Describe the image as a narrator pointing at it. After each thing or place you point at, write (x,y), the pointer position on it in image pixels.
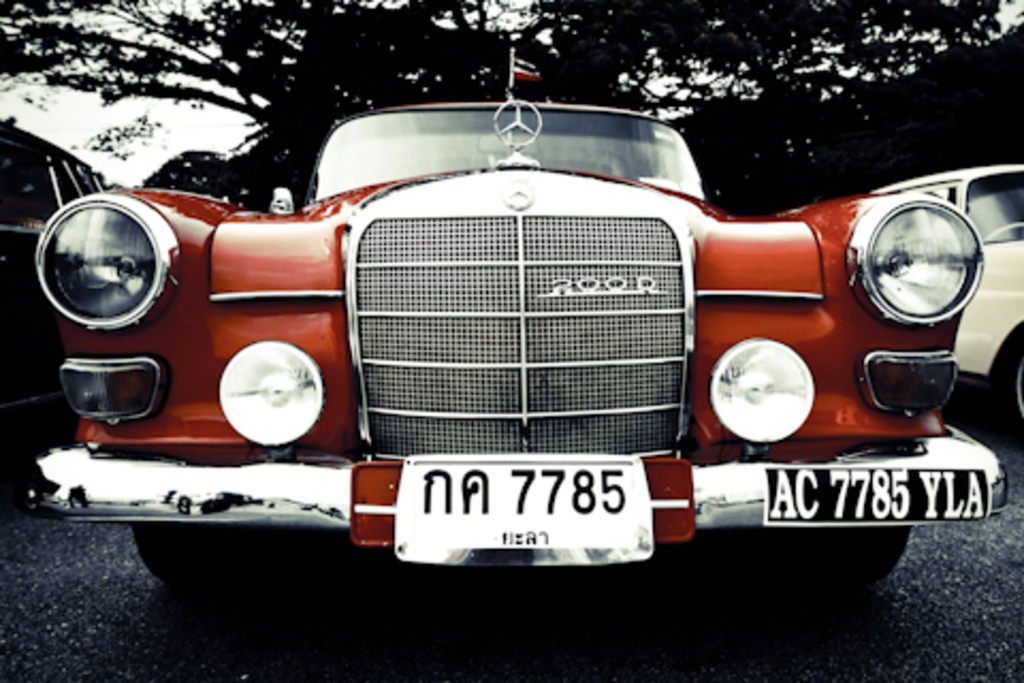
In the image we can see there are cars (529,305) parked on the road (775,624) and behind there are trees (1003,84).
